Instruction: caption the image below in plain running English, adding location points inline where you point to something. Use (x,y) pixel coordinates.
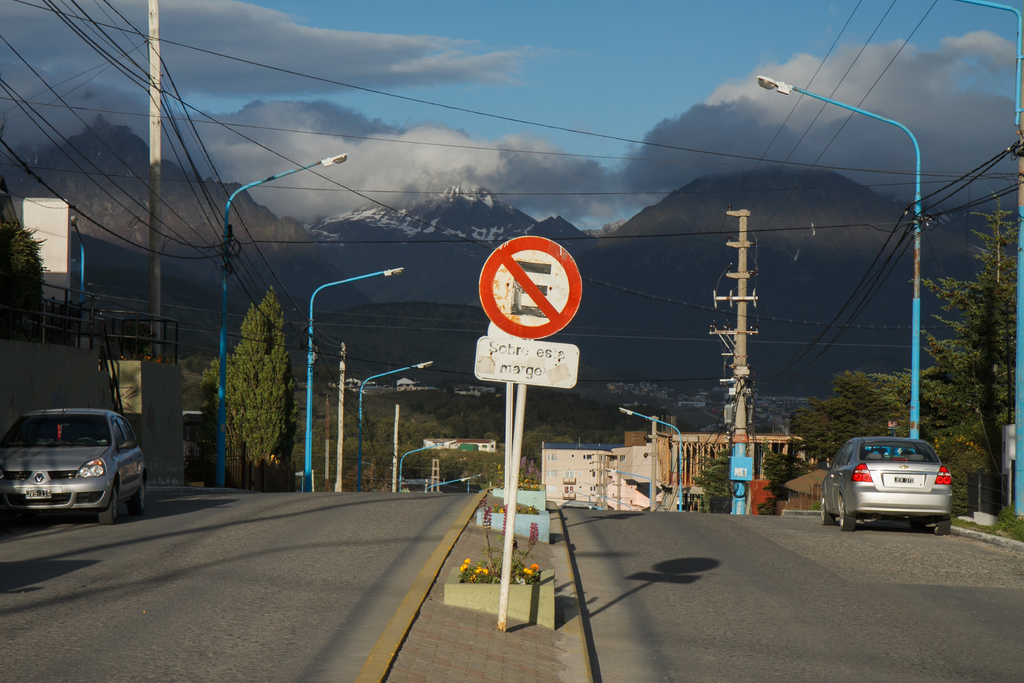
In this image there is a signboard (516,377) attached to the pole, vehicles (54,442) on the road (264,637), lights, poles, trees (940,453), plants (977,452), buildings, hills (620,321), and in the background (241,101) there is sky (387,101).
